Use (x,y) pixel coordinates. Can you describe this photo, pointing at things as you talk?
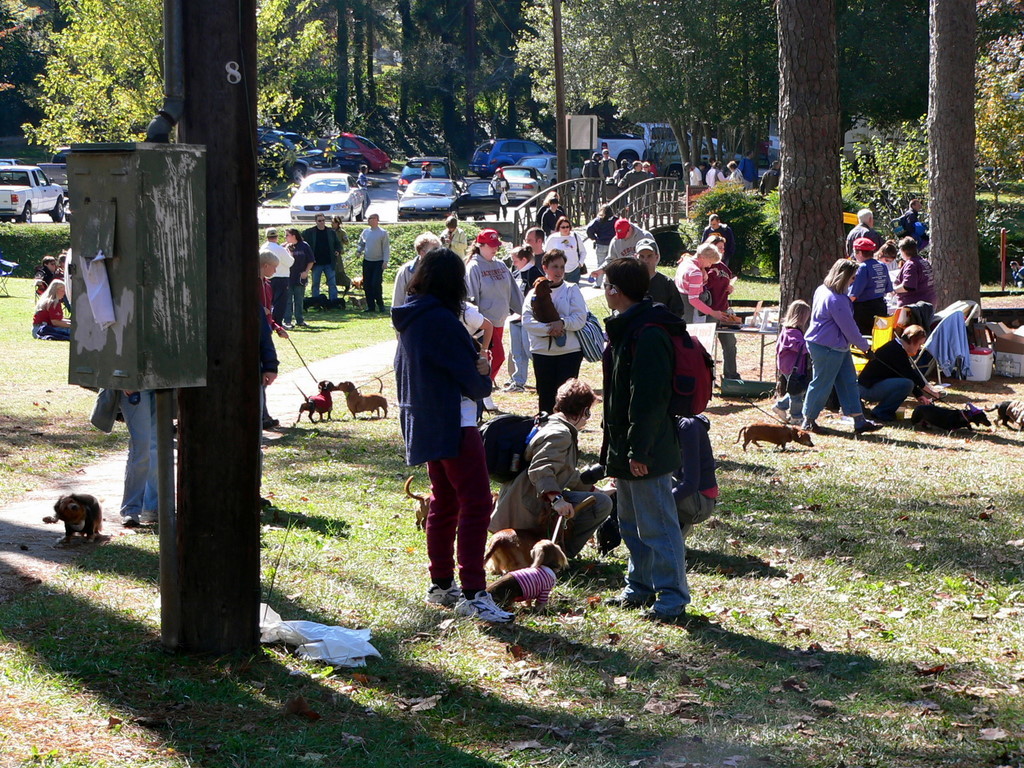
In this picture we can see a group of people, vehicles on the ground (581,636) and in the background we can see trees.
